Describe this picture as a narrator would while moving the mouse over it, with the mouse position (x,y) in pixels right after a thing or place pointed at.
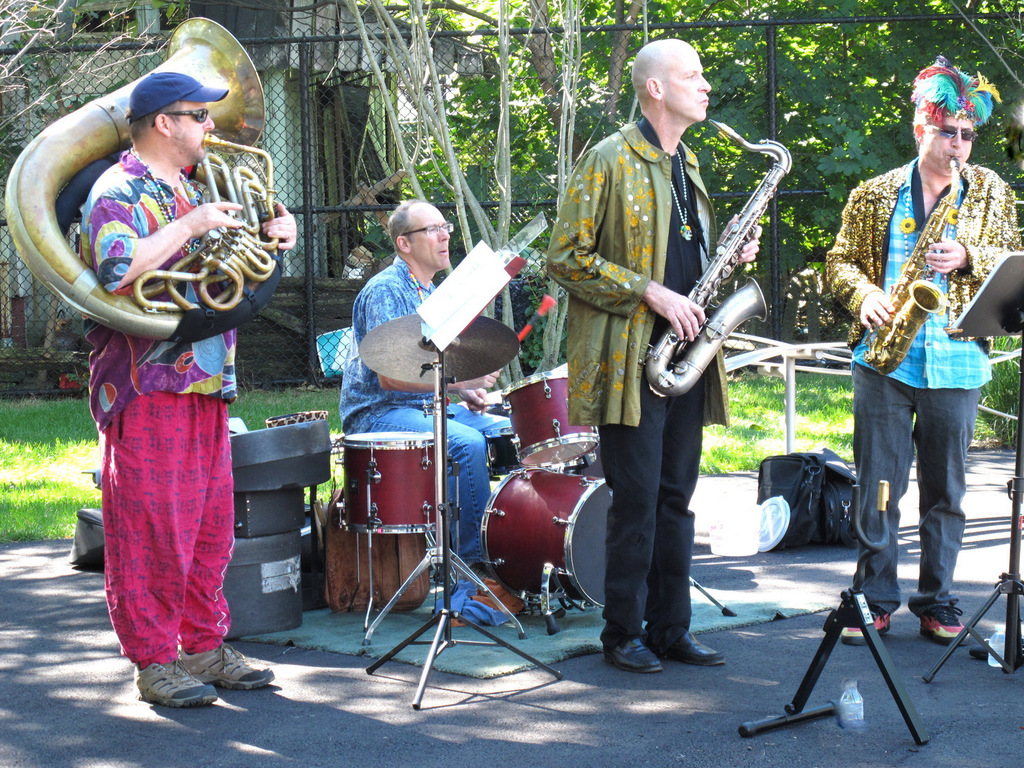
In the picture I can see four persons (649,171). I can see three of them standing on the road (996,522) and they are playing the musical instruments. I can see one of them sitting and playing the snare drum musical instrument (420,504). There is a bag (801,474) on the road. In the background (60,24), I can see the metal grill fence (629,124), a house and trees (746,74).
